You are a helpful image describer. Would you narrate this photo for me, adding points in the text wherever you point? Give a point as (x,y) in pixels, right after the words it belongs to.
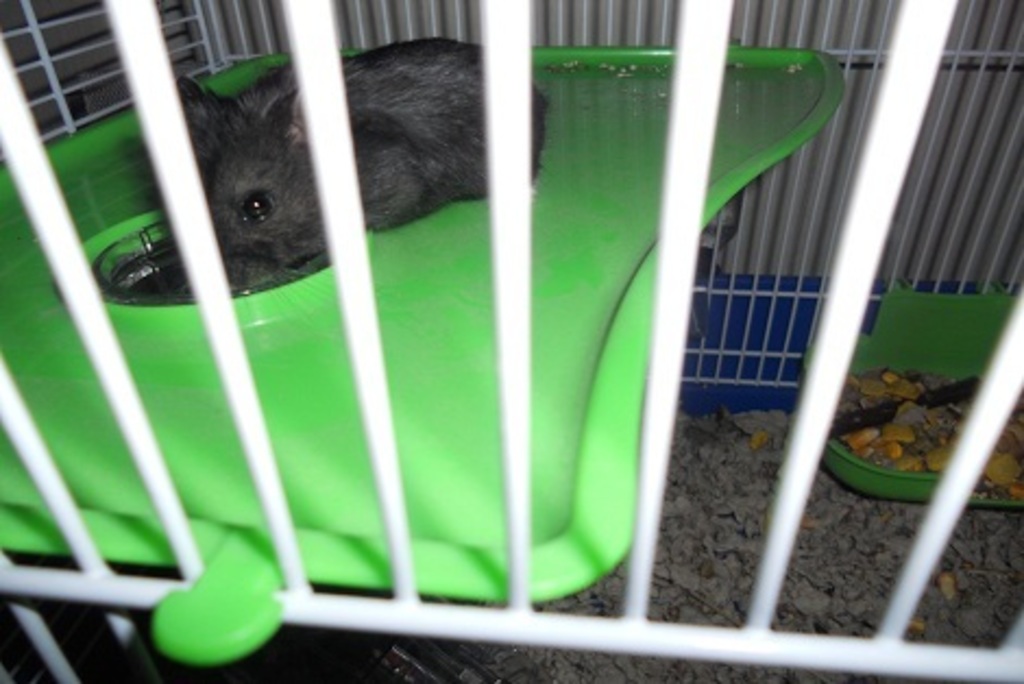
In this picture there is a hamster (450,195) on the platform (429,274) behind the railing (511,426). On the right side of the image (868,426) there is a food (869,439) on the plate (980,501). At the bottom (837,513) there is bedding (796,576).
